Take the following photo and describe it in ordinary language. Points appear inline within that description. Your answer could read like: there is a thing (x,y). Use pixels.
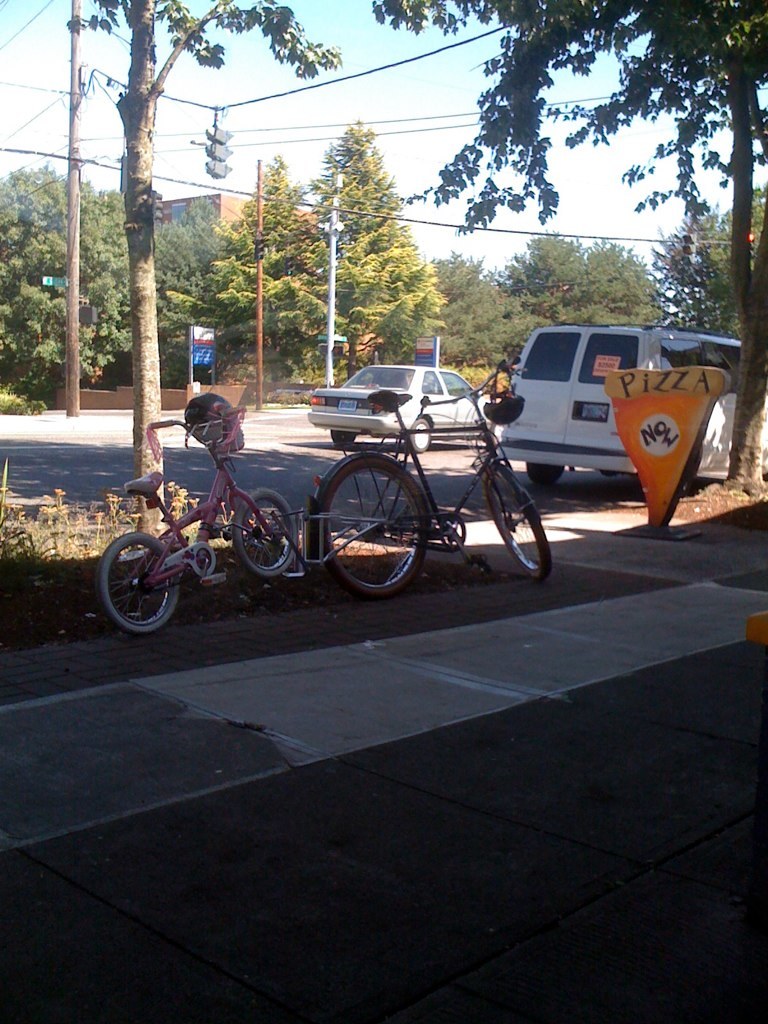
In the center of the image (344,463) we can see two cycles (371,599), one banner (709,398) and few vehicles (622,352) on the road (194,461). In the background (339,120), we can see the sky (252,72), clouds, trees (43,273), poles (77,201), wires (204,106), one building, traffic lights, sign boards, grass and a few other objects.
